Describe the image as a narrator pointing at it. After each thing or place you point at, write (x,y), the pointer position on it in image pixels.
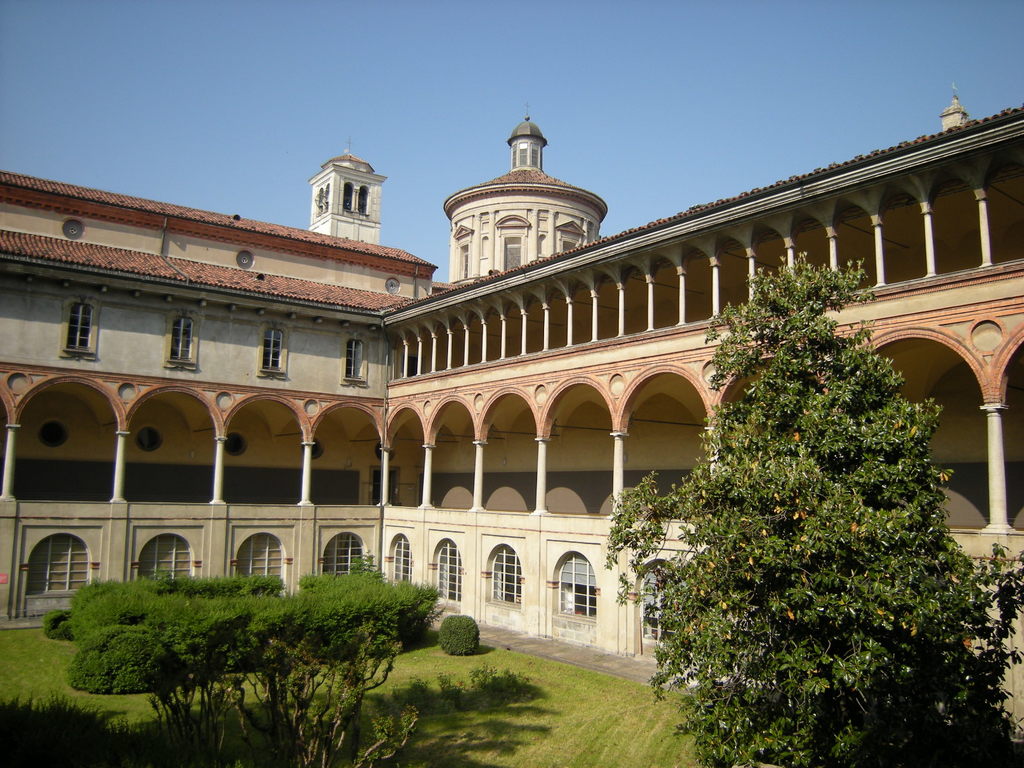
In this image I can see grass (539,664), number of plants (290,683) and a tree (709,495) in the front (709,495). In the background (327,535) I can see a building (403,272) and the sky (433,176).
